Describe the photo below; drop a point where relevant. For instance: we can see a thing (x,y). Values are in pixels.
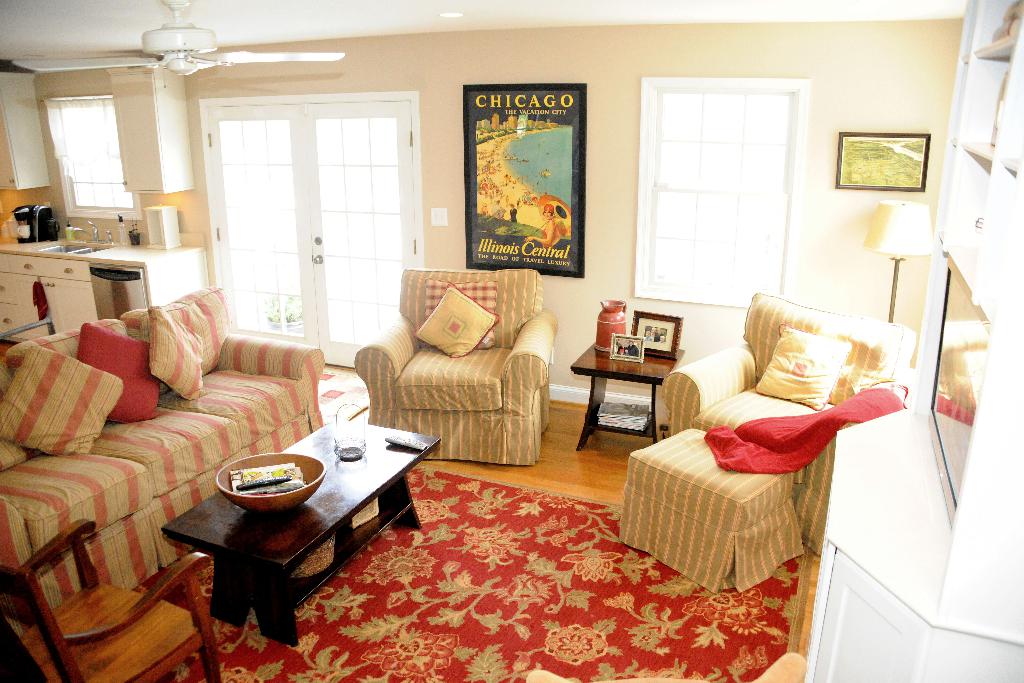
This picture shows and an inner view of a house (859,242) we see a sofa bed (37,340) and chairs (667,402) and a table (634,372) and we see a photo frame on the wall (446,260) and a fan (192,27).
